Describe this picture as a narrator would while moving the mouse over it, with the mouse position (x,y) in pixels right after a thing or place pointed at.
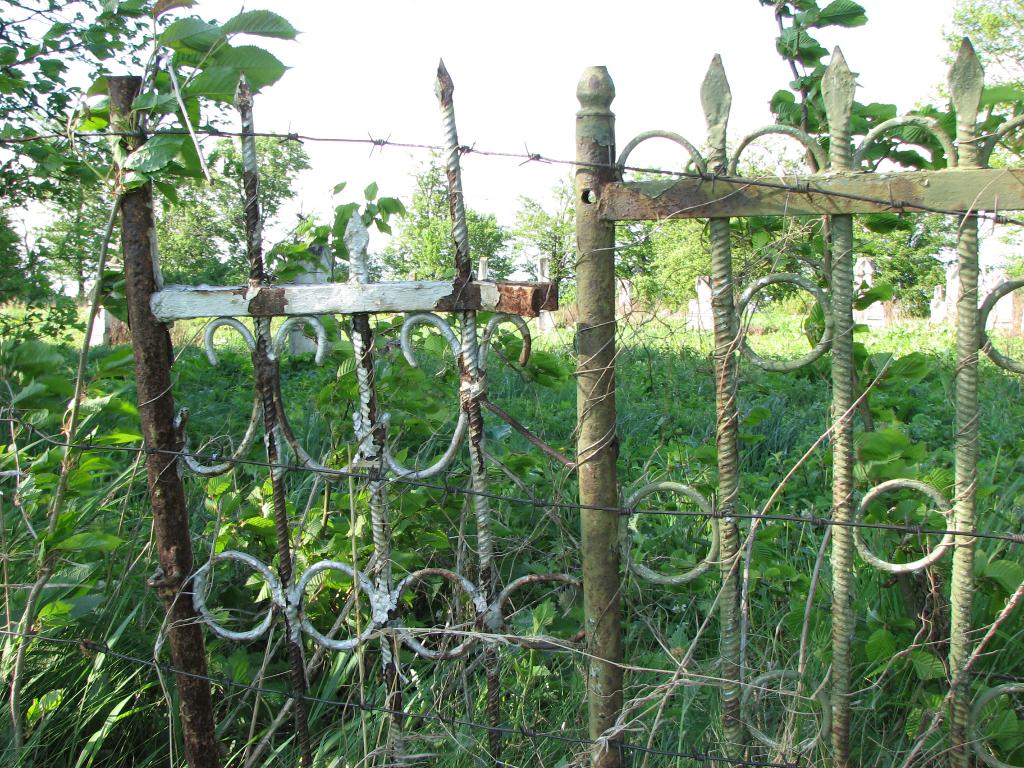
In this image, we can see some plants (757,460). There is a fencing (581,310) in the middle of the image (598,437). There is a sky (513,82) at the top of the image (482,107).
